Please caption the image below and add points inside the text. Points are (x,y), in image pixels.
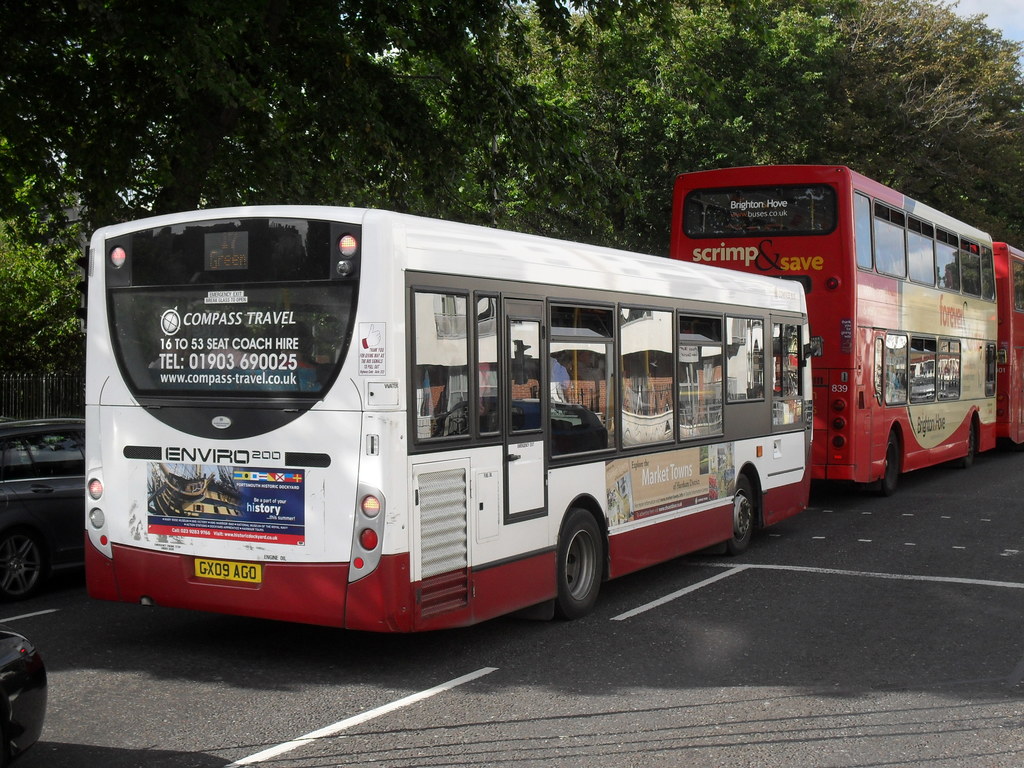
Here we can see vehicles (495,395) on the road (211,689). In the background (54,350) there are trees (150,54), fence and the sky (1010,4).
